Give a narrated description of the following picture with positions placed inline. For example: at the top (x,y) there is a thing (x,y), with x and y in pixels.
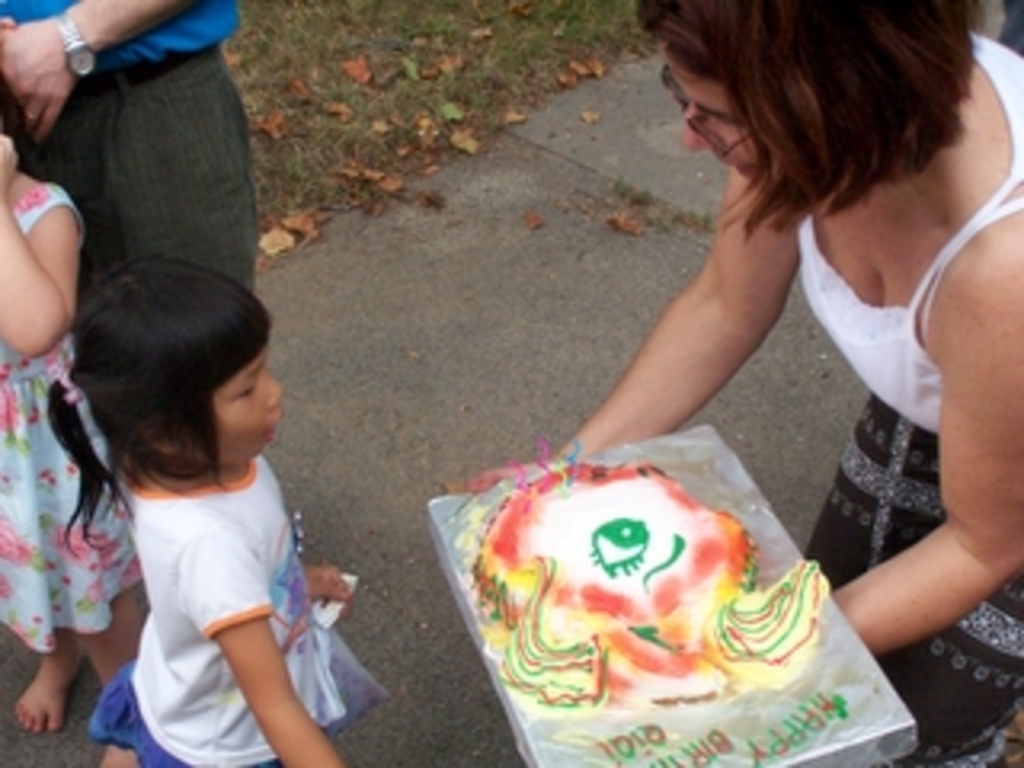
In this image there is a woman (793,229) on the right side (873,335) who is holding the cake (660,573). On the left side (228,575) there is a kid (204,578) who is looking at the cake (708,614). On the left side (65,81) top there is a person (123,150) standing on the floor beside the kid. On the ground (377,153) there are some dry leaves (416,121) and some grass (322,11).
